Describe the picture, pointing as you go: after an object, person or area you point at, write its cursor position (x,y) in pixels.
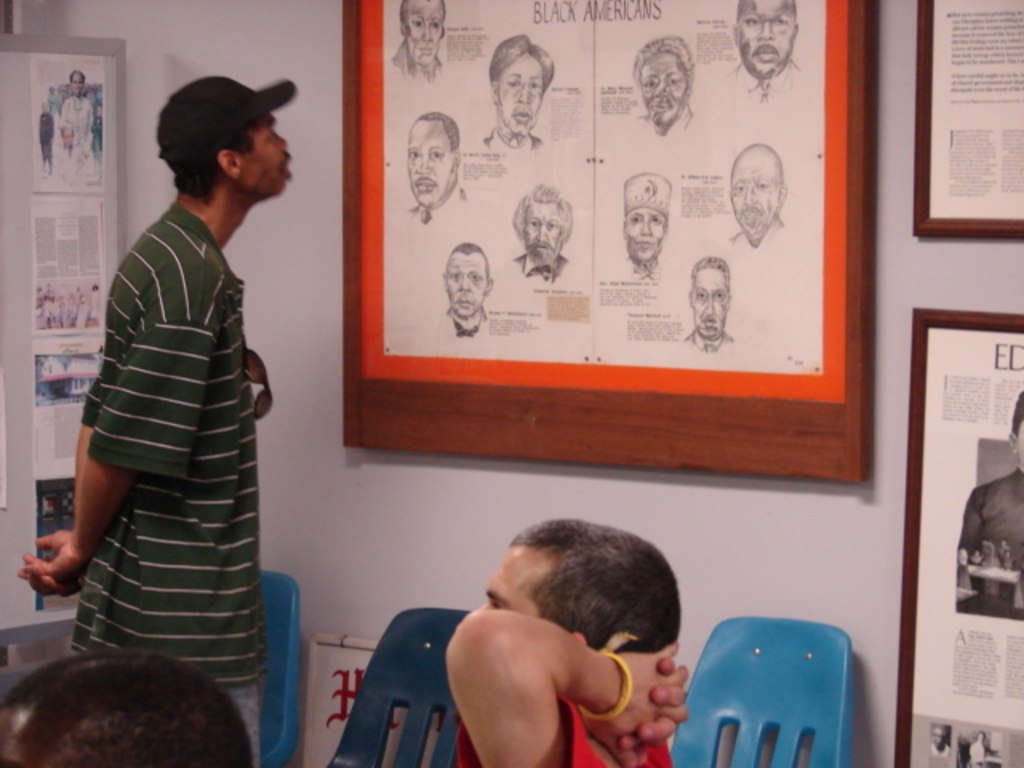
On the left side of the image (83,542) we can see a man (160,364) is standing and wearing a T-shirt (174,413), hat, goggles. At the bottom of the image (658,730) we can see some people (666,633) are sitting on the chairs (277,702). In the background of the image (514,12) we can see the boards (374,410) on the wall (804,578).
